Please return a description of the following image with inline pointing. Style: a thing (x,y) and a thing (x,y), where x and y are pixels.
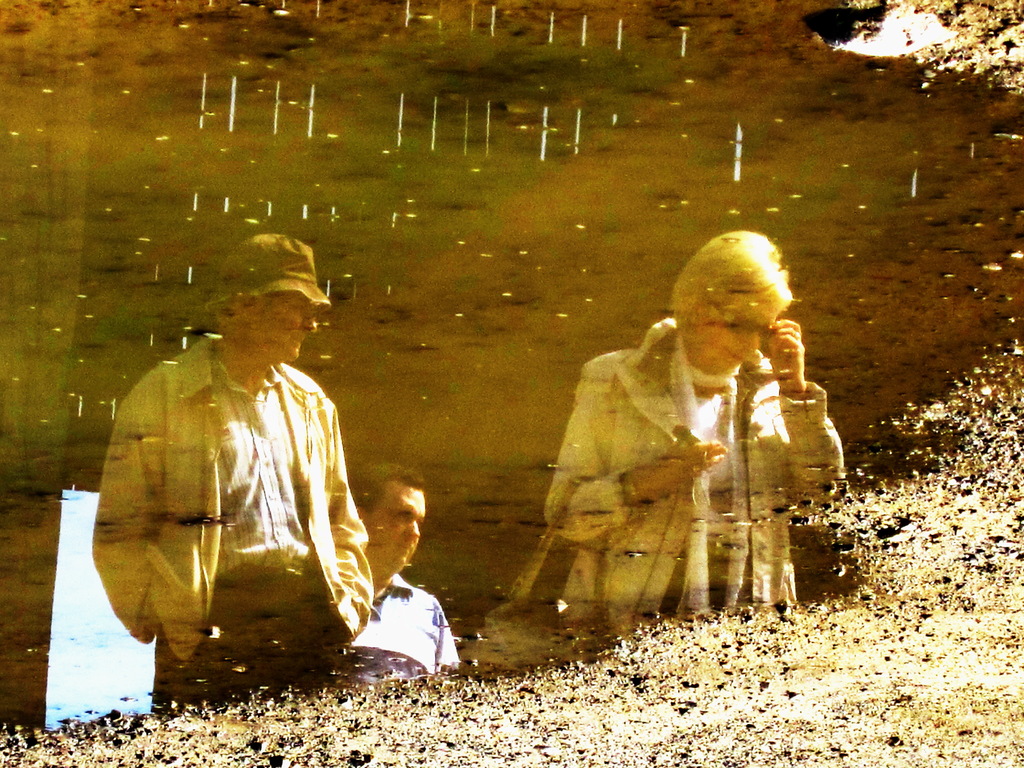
Here in this picture we can see water (338,132) present on the ground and in that we can see reflection (333,507) of a group of people (330,404) standing over a place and the man (316,394) is wearing a hat (242,290) and the woman (642,376) is carrying a bag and wearing spectacles (726,319).
